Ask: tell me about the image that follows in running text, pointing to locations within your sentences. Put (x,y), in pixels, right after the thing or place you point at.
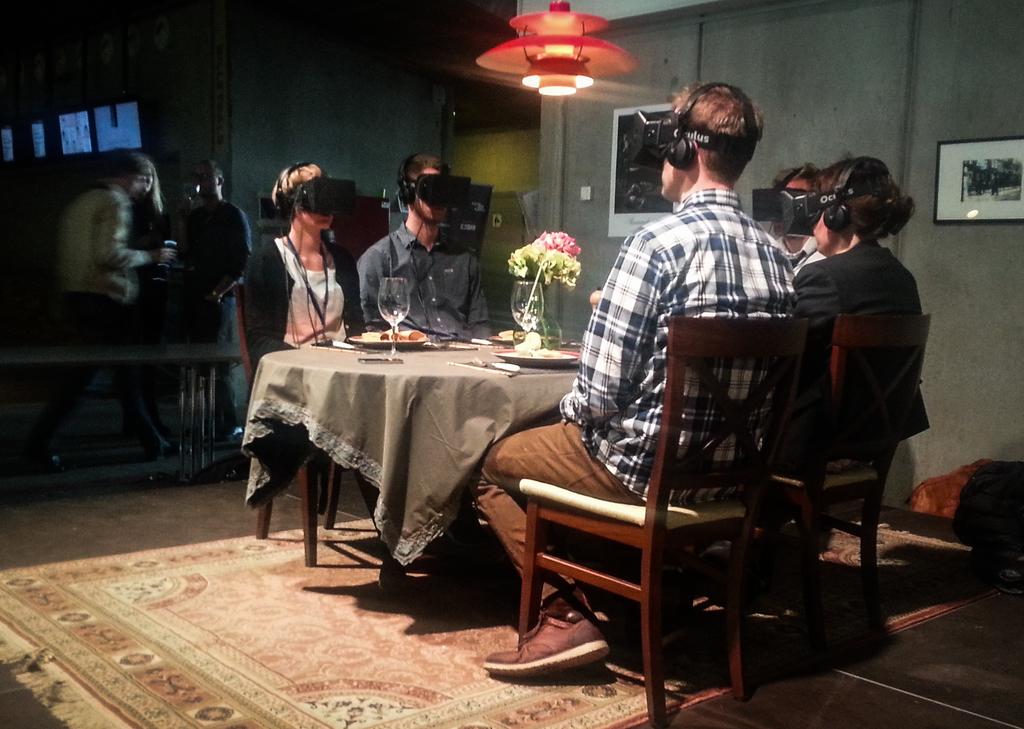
Here we can see a group of people (441,164) are sitting on the chair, and in front here is the table (473,352) and plates (504,358) and flower vase (541,317) on it, and at above here is the light (555,77), and here is the wall (878,55) and photo frames (937,185) on it.
